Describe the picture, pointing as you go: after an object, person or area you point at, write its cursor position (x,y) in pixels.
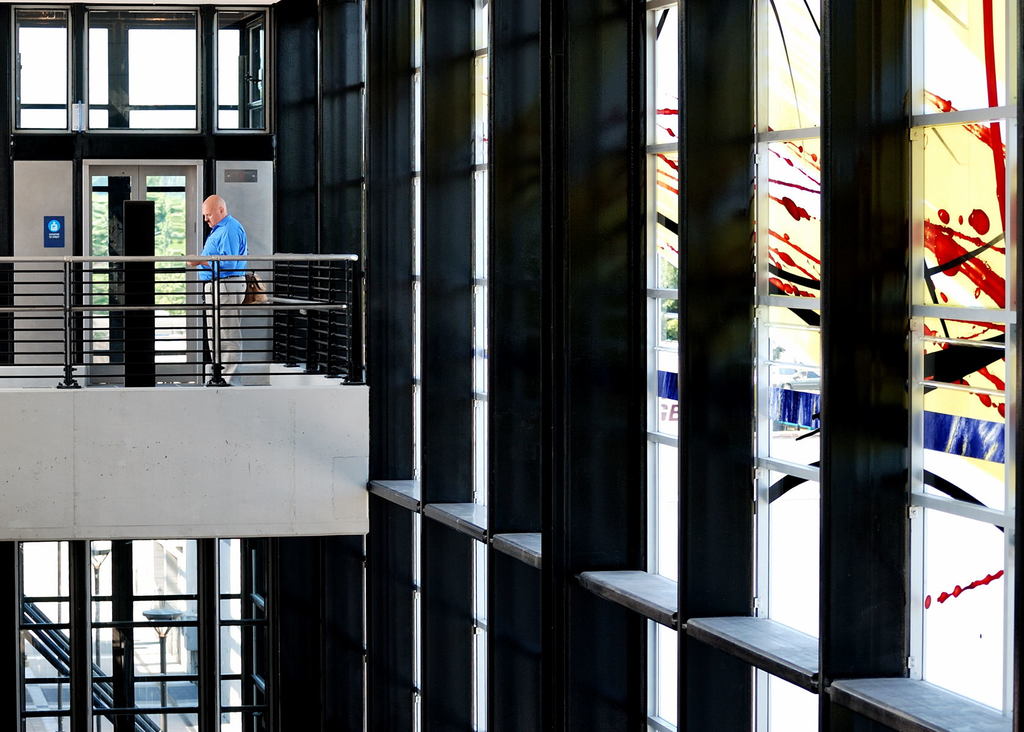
This image is taken from inside the building (280,293). In this image we can see there is a person (223,311) standing in the balcony (222,350).
